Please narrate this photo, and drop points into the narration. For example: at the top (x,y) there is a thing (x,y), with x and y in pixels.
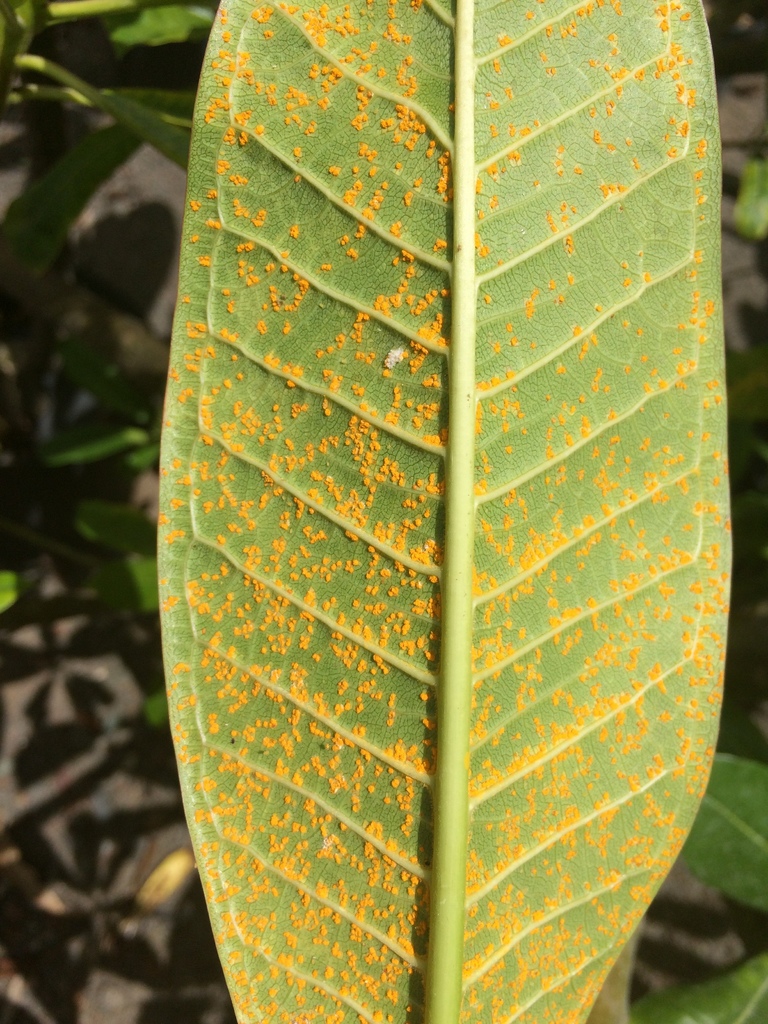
In this image there is a leaf (400,339). On the backside of the leaf (496,158) there are orange spots (407,201) of a fungus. Behind it there are leaves (736,832) and the ground (94,691).
